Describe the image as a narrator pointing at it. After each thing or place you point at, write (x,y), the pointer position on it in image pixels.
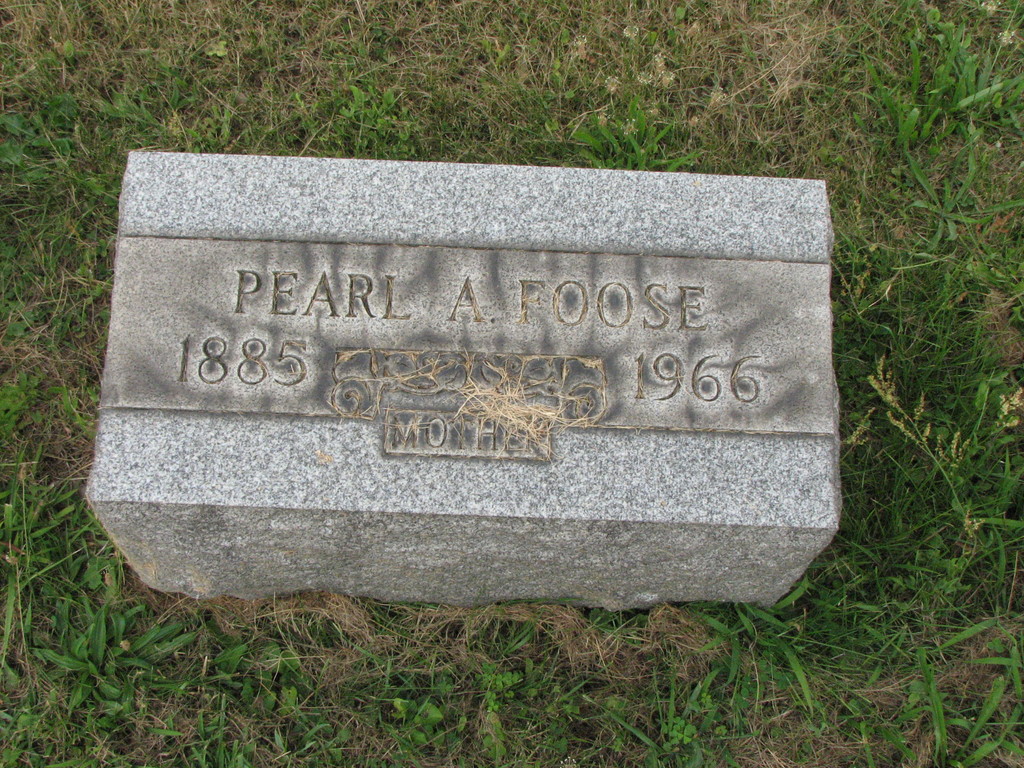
We can see stone (510,550) on the grass (499,655) and we can see some information (683,308) on this stone (700,334).
